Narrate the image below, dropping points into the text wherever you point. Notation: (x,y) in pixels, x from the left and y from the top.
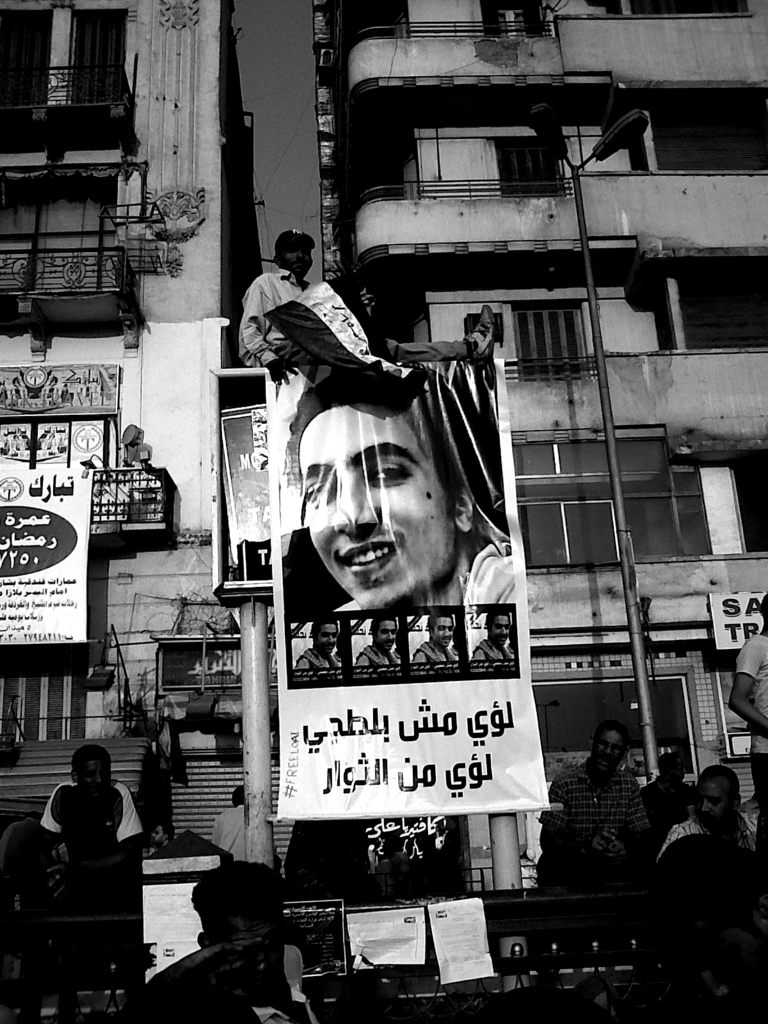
In the center of the image (283,353) we can see a man (281,382) sitting on the board (220,374). There is a banner (72,594). At the bottom (251,934) we can see people (672,802), fence (361,909) and lights (603,147). In the background (227,347) there are buildings (140,274).
